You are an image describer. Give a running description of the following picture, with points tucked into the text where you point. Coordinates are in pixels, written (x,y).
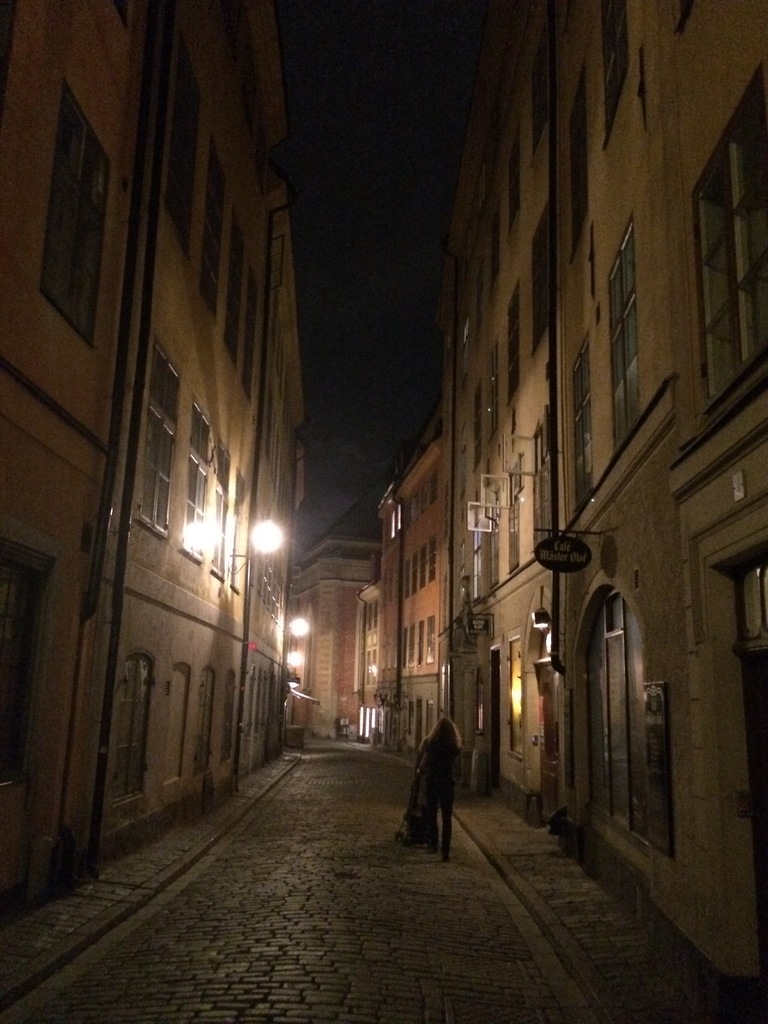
In the center of the image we can see a person (440,745). On the right (647,54) and left side of the image (153,570) we can see buildings (246,606) and lights (205,538). In the background (365,213) there is sky (340,156).
